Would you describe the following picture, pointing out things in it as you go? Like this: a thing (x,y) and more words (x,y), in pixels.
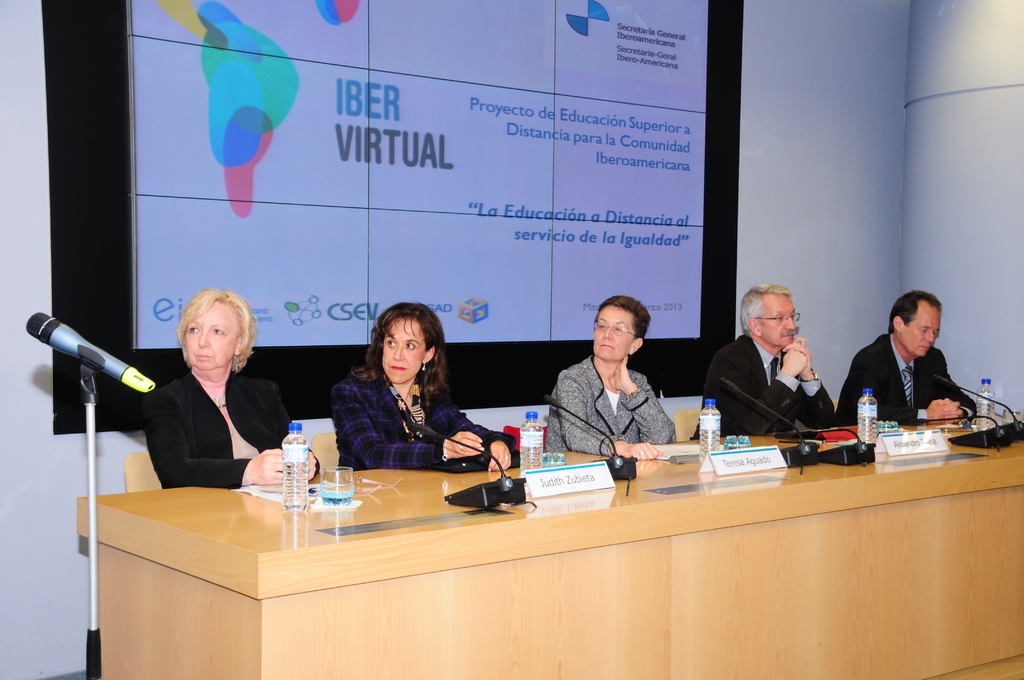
In this picture I can see five persons (773,354) sitting on the chairs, there are mike's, nameplates (543,480), water bottles (288,469), glasses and papers (264,490) on the table (584,536), there is a mike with a mike stand (95,507), and in the background (708,190) there is a screen (492,215) on the wall (756,200).
